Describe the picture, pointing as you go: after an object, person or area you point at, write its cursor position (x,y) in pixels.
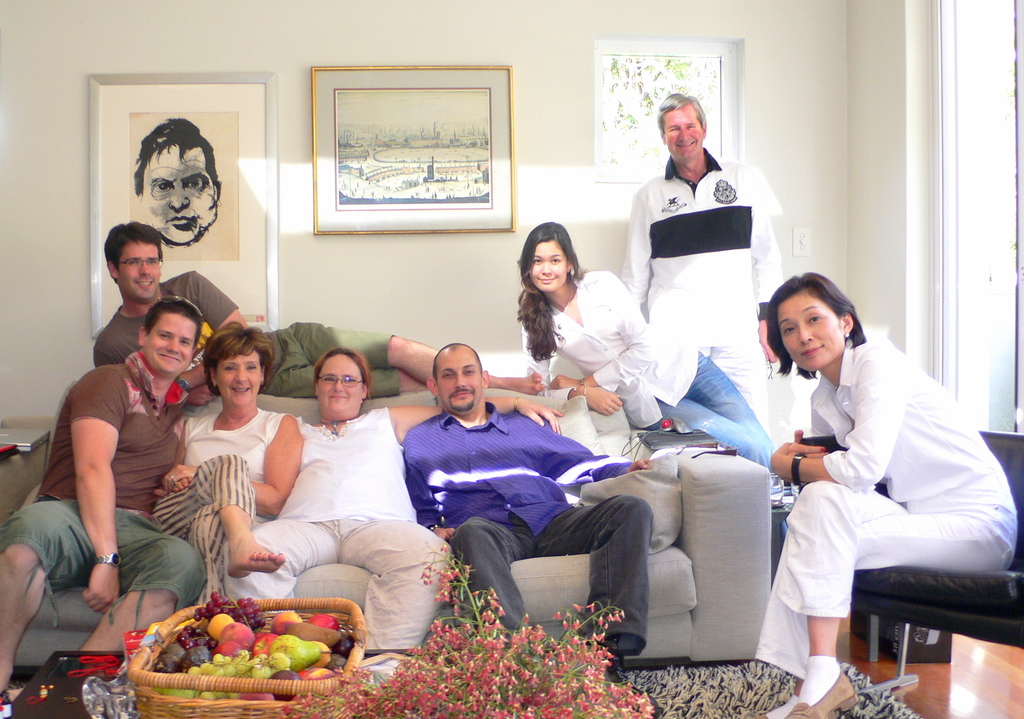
In this image, we can see people (436,465) and some are sitting on the sofa (750,490) and there is a lady (873,505) sitting on the chair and holding an objects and we can see a man (227,300) lying. In the background (387,134), there are frames (429,165) on the wall (493,277) and we can see fruits (254,665), a basket (179,678), plants (454,678) and some other objects (100,700) on the stands (372,667).
